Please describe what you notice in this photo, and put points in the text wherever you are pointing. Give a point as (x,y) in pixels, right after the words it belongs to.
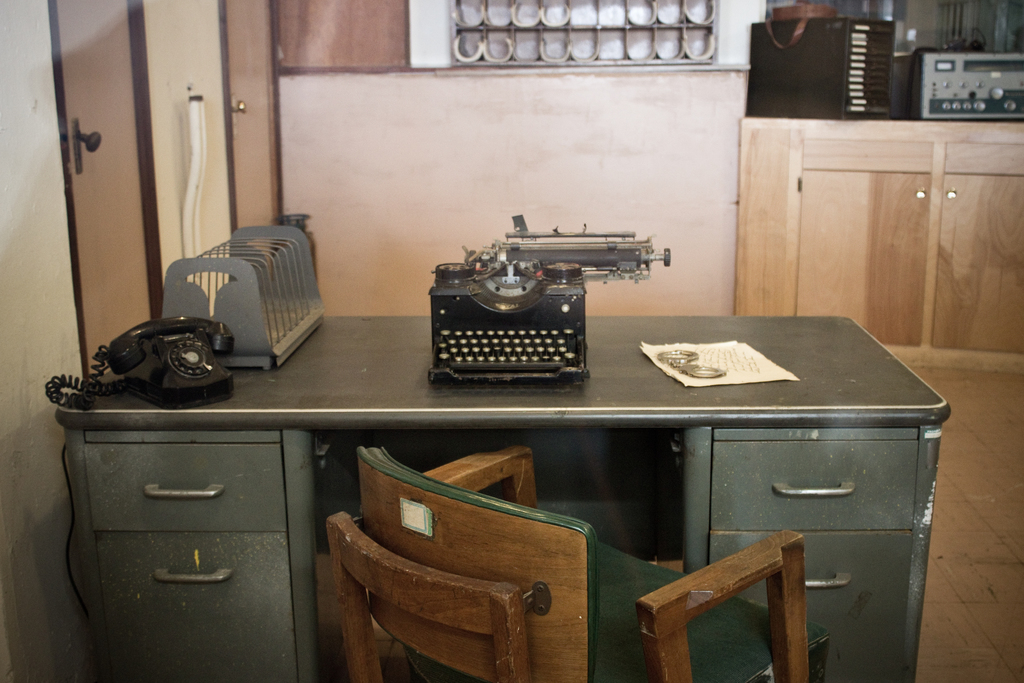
In this image there is a chair (501,541). In front of the chair (371,511) there is a table (691,399). On top of it there is a landline phone (204,364), paper (698,375) and a few other objects (583,336). On the left side of the image (235,223) there are doors (268,216). At the bottom of the image (1011,512) there is a floor (996,523). There are wooden cupboards (817,247). On top of it there are some objects (852,47).
